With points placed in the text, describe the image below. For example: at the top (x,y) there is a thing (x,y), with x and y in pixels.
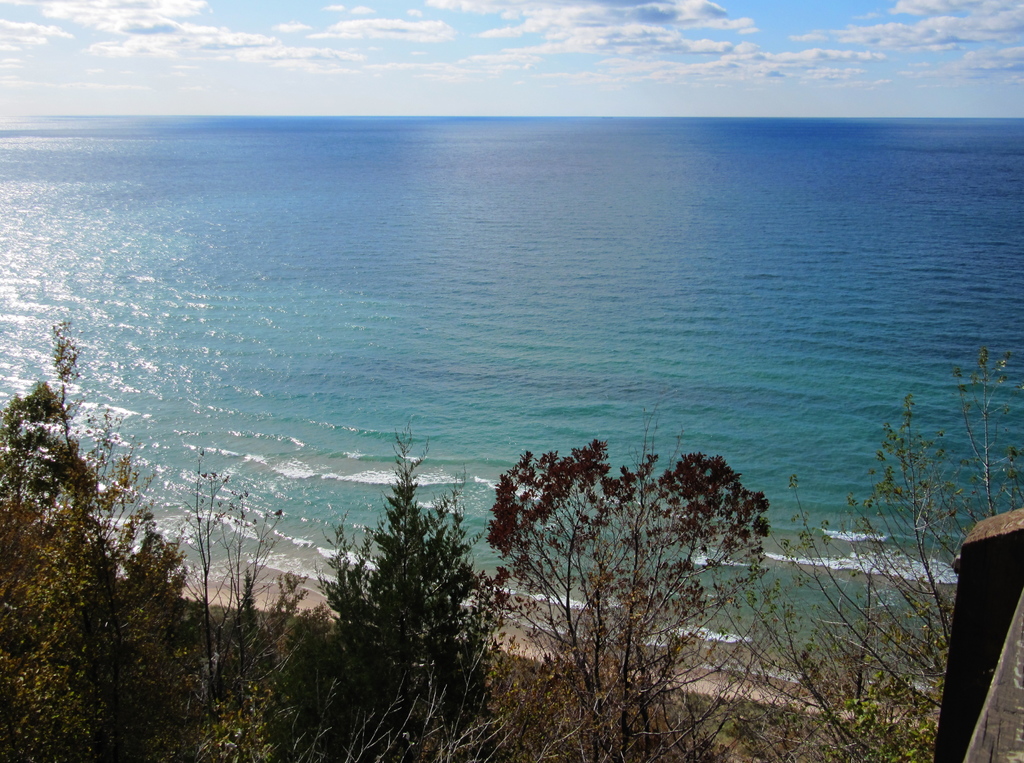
At the bottom of the image (602,688) there are some trees (603,665). At the center of the image (667,360) there is water (701,219). In the background (641,69) there is a sky (879,58).
